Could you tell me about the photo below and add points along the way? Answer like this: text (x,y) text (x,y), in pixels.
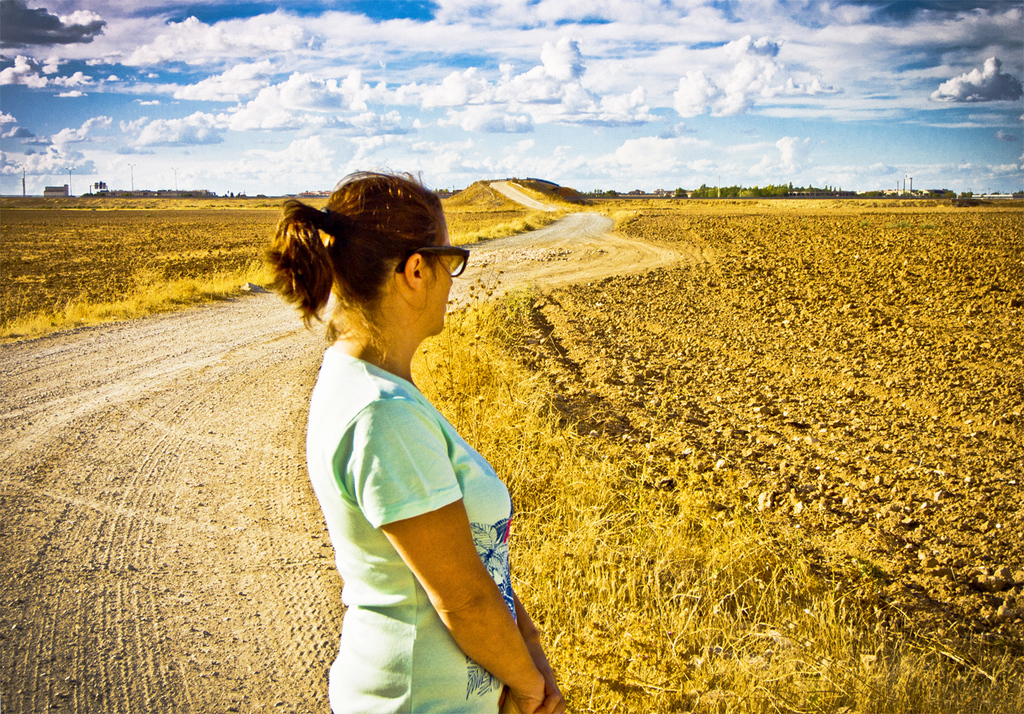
In this image we can see a lady (431,549) is standing. There is farming land (813,367) on the either sides of the image. There are many trees (747,190) in the image. There is a mud road (188,488) in the image.
